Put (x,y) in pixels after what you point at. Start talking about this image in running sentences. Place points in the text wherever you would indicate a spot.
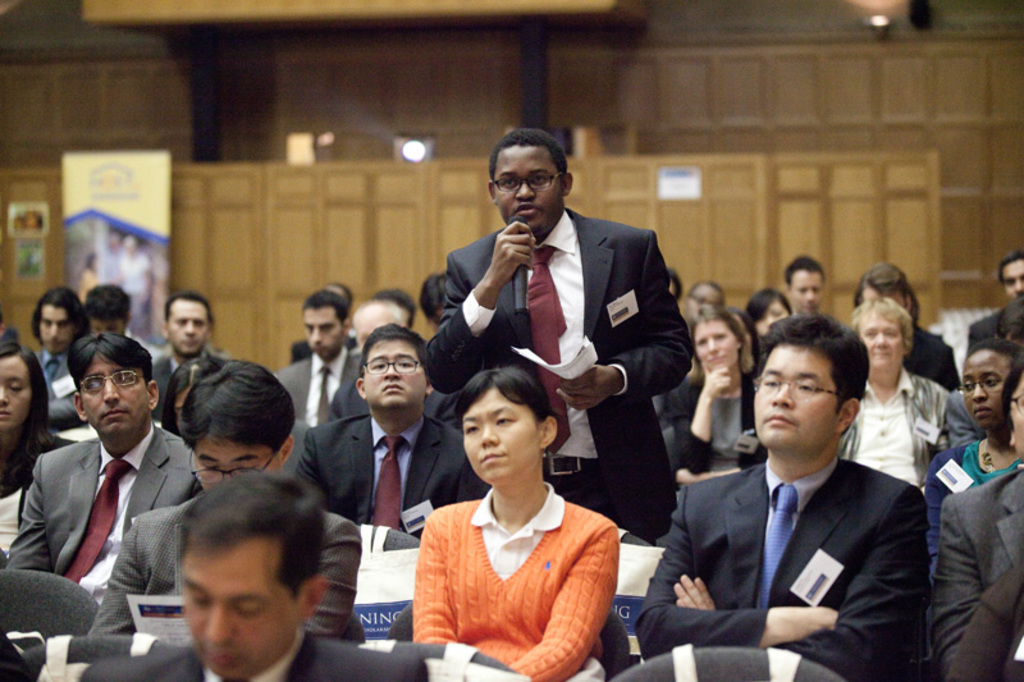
Group of people (470,560) sitting on chairs (646,668) and this man (600,265) standing and holding microphone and paper (569,365). On the background (299,113) we can see wall (372,213), light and banner (104,192).
